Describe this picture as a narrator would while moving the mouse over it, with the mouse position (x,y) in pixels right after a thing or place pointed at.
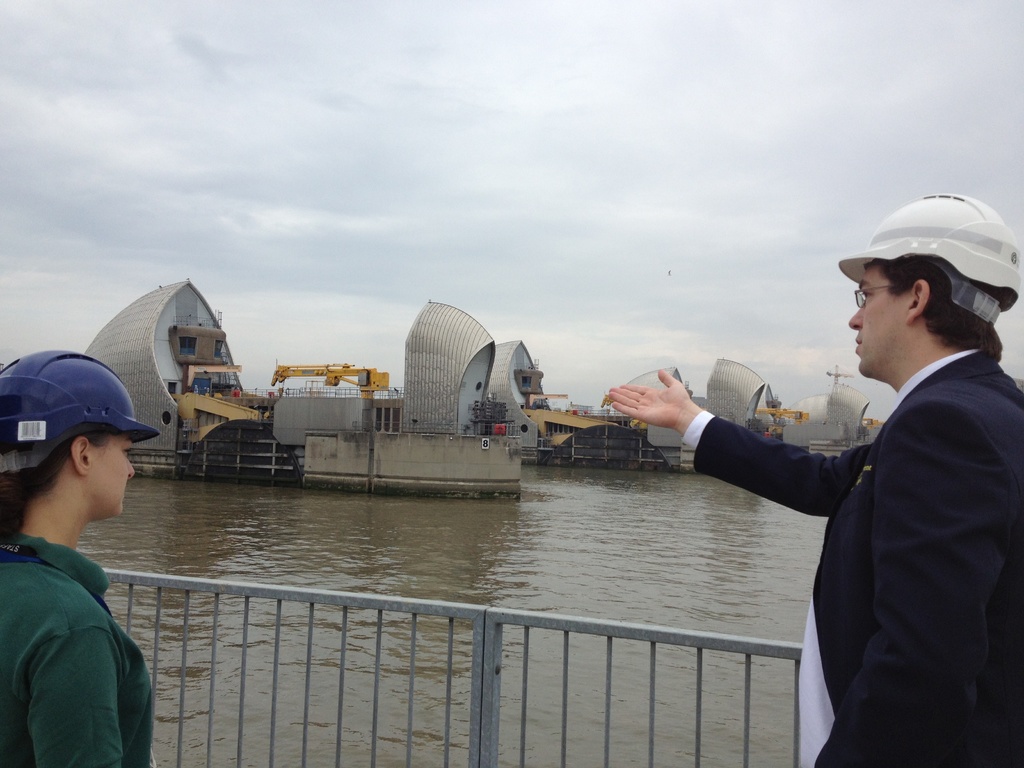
In this image we can see a man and a woman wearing helmets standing beside a fence (242,704). We can also see a water body (526,592), a group of buildings (550,446), crane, pole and the sky (523,283) which looks cloudy.
